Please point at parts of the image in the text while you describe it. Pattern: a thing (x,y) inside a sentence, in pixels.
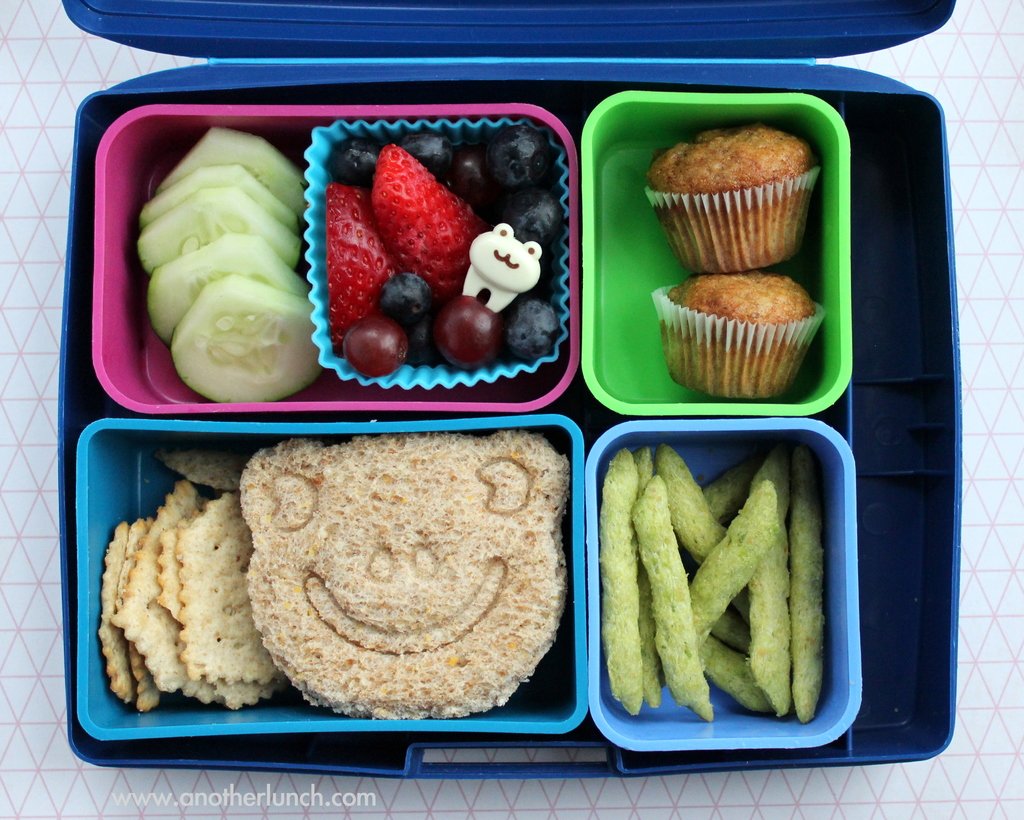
In this picture I can see there is a lunch box (156,179), there are fruits (362,231), sliced cucumber (311,359), sandwich (369,601), cupcakes (786,325) and some other food (160,618). It is placed on a white surface (845,804) and there is a watermark (227,792) at the left side (126,798) bottom of the image (139,802).
